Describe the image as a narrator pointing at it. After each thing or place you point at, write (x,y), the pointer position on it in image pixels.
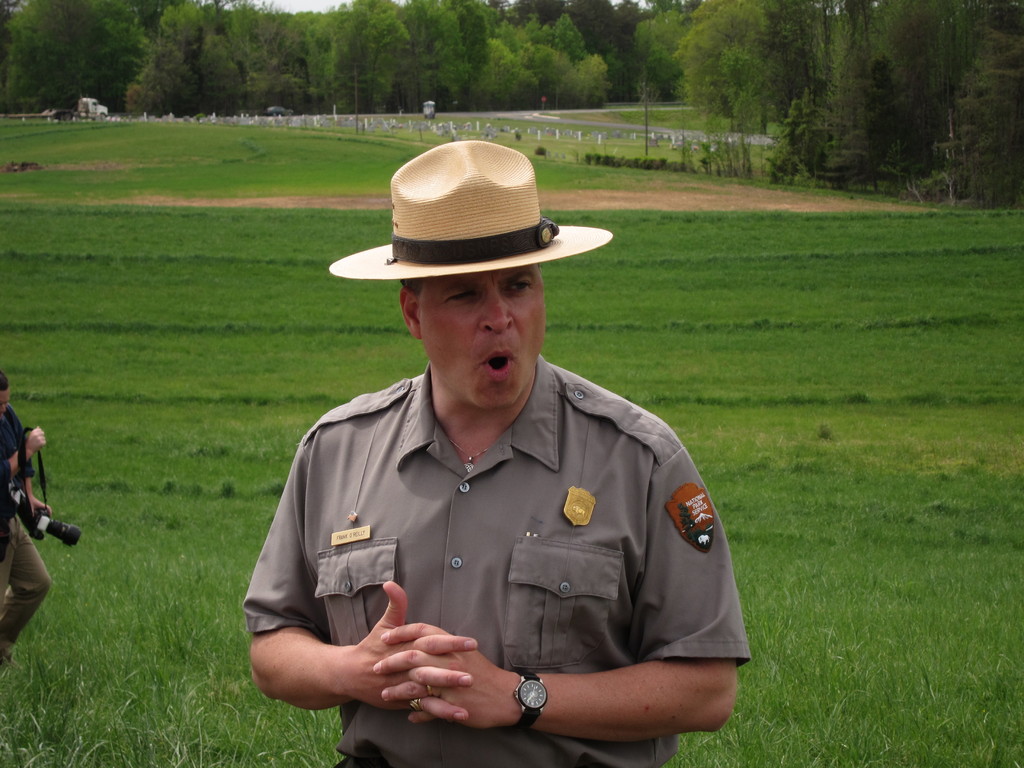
In the front of the image (312,565) I can see two people (297,525). Among them one person (288,508) wore a hat (503,175) and another person (24,535) is holding a camera (46,529). In the background of the image (844,35) I can see trees (731,10), grass (112,208), sky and objects (431,106).
